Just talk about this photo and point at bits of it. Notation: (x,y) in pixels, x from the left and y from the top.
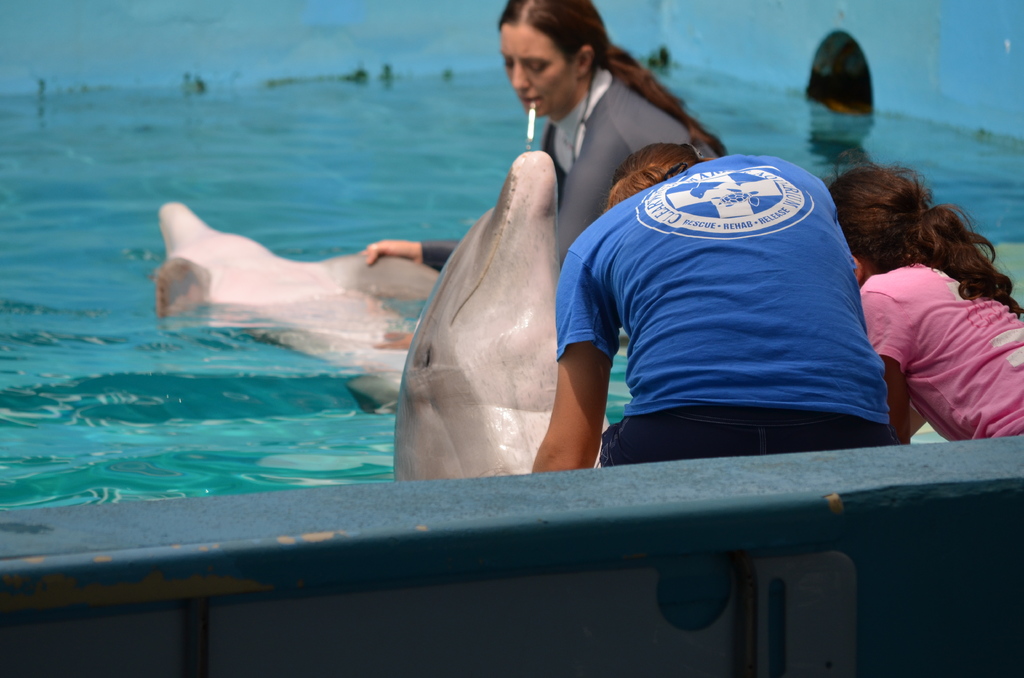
In this pool (137,279) we can see two dolphins (538,378) and three persons (713,202) in a pool (192,176).
